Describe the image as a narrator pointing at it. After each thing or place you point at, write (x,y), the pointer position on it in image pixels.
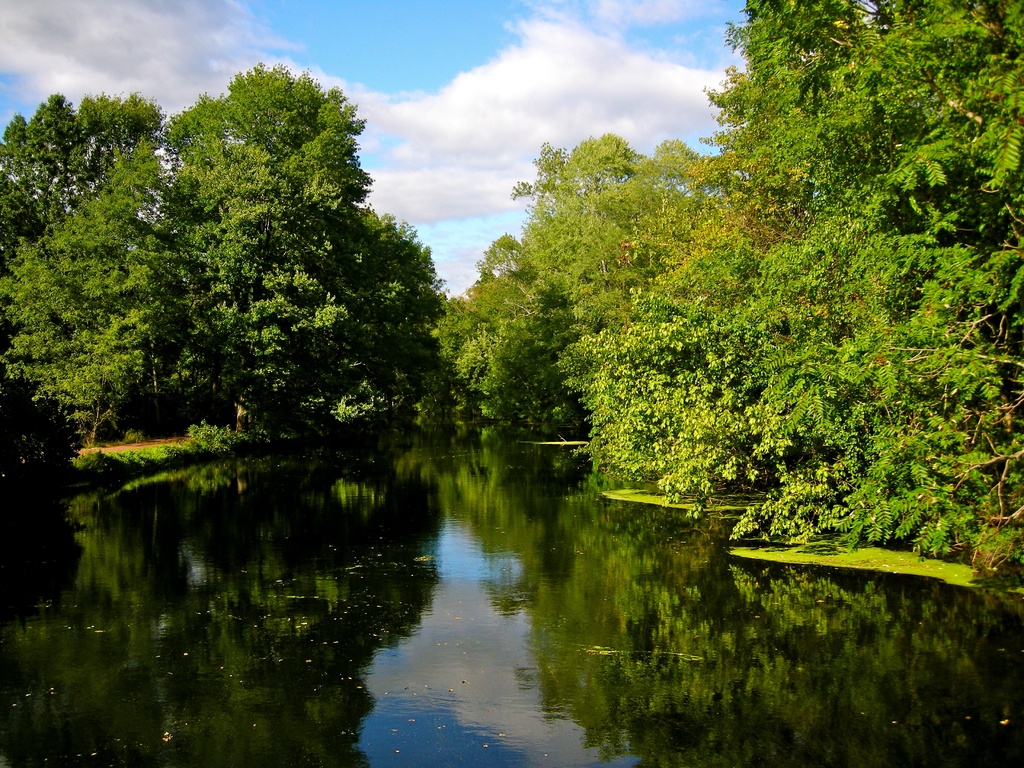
In this picture there is water (143,516) at the bottom side of the image (449,521) and there is greenery (561,413) in the center of the image (368,260).
